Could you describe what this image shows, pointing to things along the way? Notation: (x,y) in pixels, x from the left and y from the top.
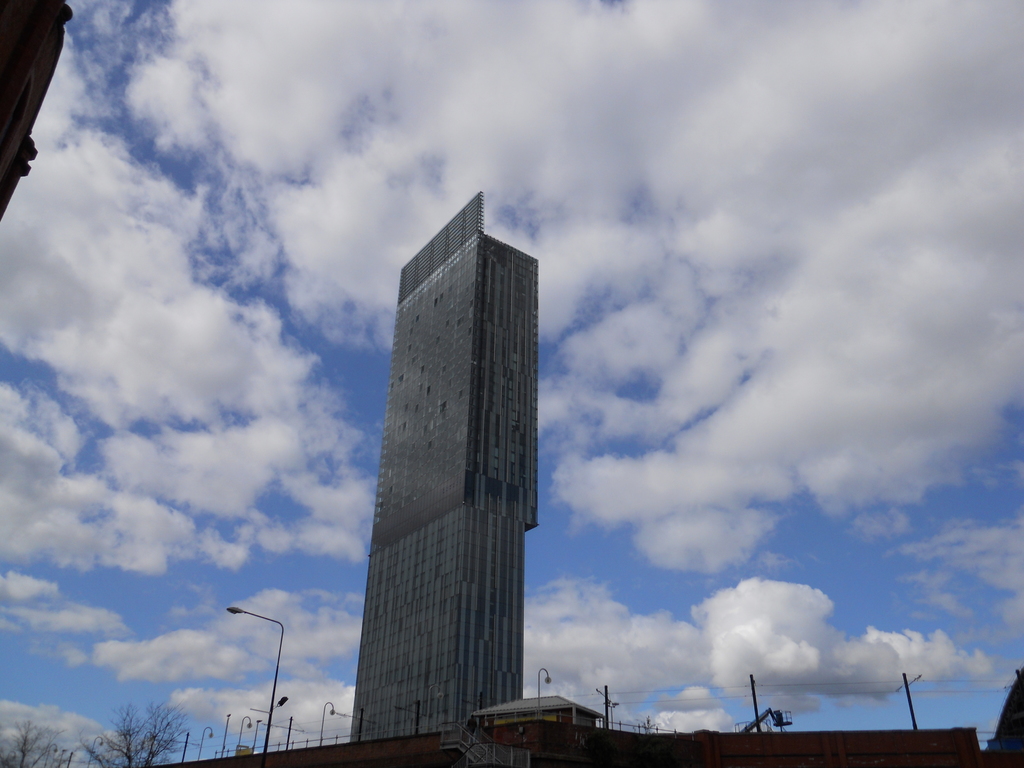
In the center of the image (486,331) we can see a building (477,675). At the bottom (15,753) there are poles (362,730), trees (157,748) and a shed (525,717). At the top (335,127) there is sky (444,127).
